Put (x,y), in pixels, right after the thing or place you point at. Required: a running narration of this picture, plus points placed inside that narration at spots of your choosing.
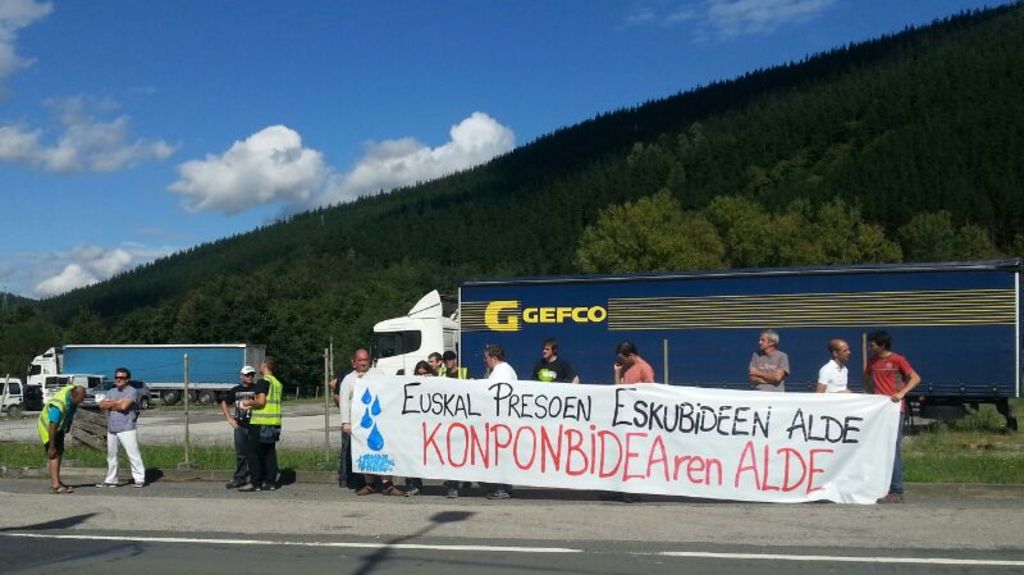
At the bottom of the image (227,561) I can see the road (317,555). Beside the road (321,535) I can see few people (832,355) are standing by holding a white color banner (699,456) in the hands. On the banner (542,404) I can see some text (627,444). At the back of these people (450,370) I can see few vehicles (133,380) on the ground (175,415). In the background (597,237) there are some trees (728,237) and a hill (733,118). At the top (224,36) I can see the sky (225,51) and clouds (238,174).
